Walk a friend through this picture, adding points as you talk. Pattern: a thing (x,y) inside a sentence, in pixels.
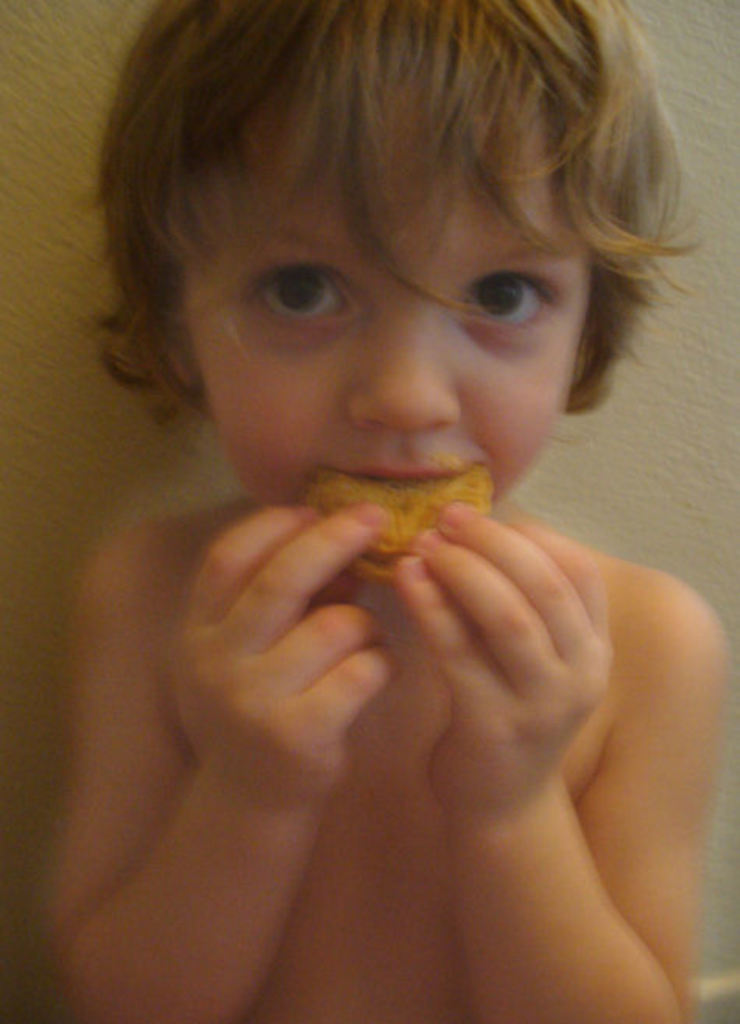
In this image there is a kid (463,735) holding some food (433,524). He is eating the food (439,507). Background (23,486) there is a wall (93,492).
